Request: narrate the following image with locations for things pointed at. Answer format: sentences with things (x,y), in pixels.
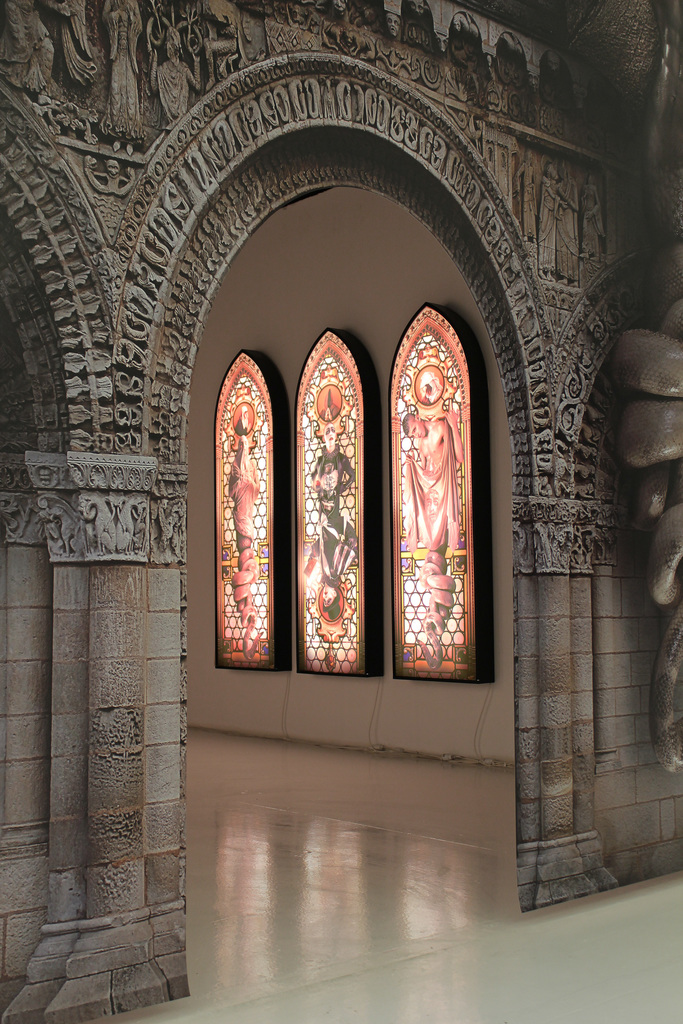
It is an inside view of gallery (342,306). Here we can see an arch (31,176) with art (514,88). At the bottom (364,920), there is a floor (402,905). Here we can see some decorative items (356,482) on the white wall (353,256).
